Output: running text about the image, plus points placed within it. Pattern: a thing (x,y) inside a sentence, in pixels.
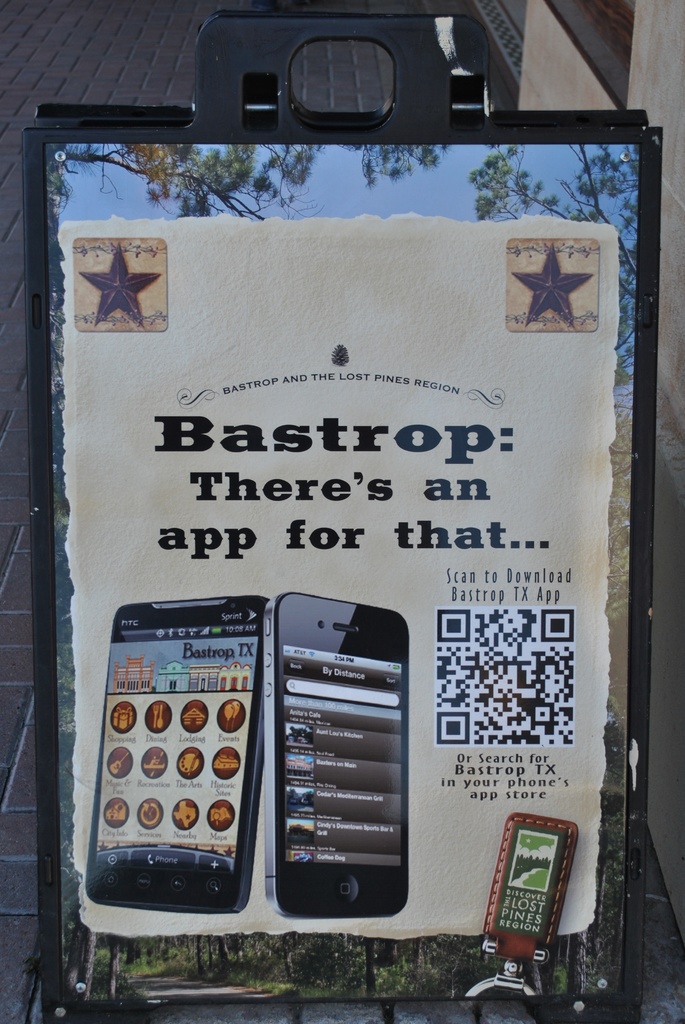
In this image we can see a board (451,186). There is a poster (393,555) on the board (343,578). We can see some text (320,706) and few mobile phones (315,719). We can see many trees (398,175) and the sky (364,200) in the poster (385,210).
